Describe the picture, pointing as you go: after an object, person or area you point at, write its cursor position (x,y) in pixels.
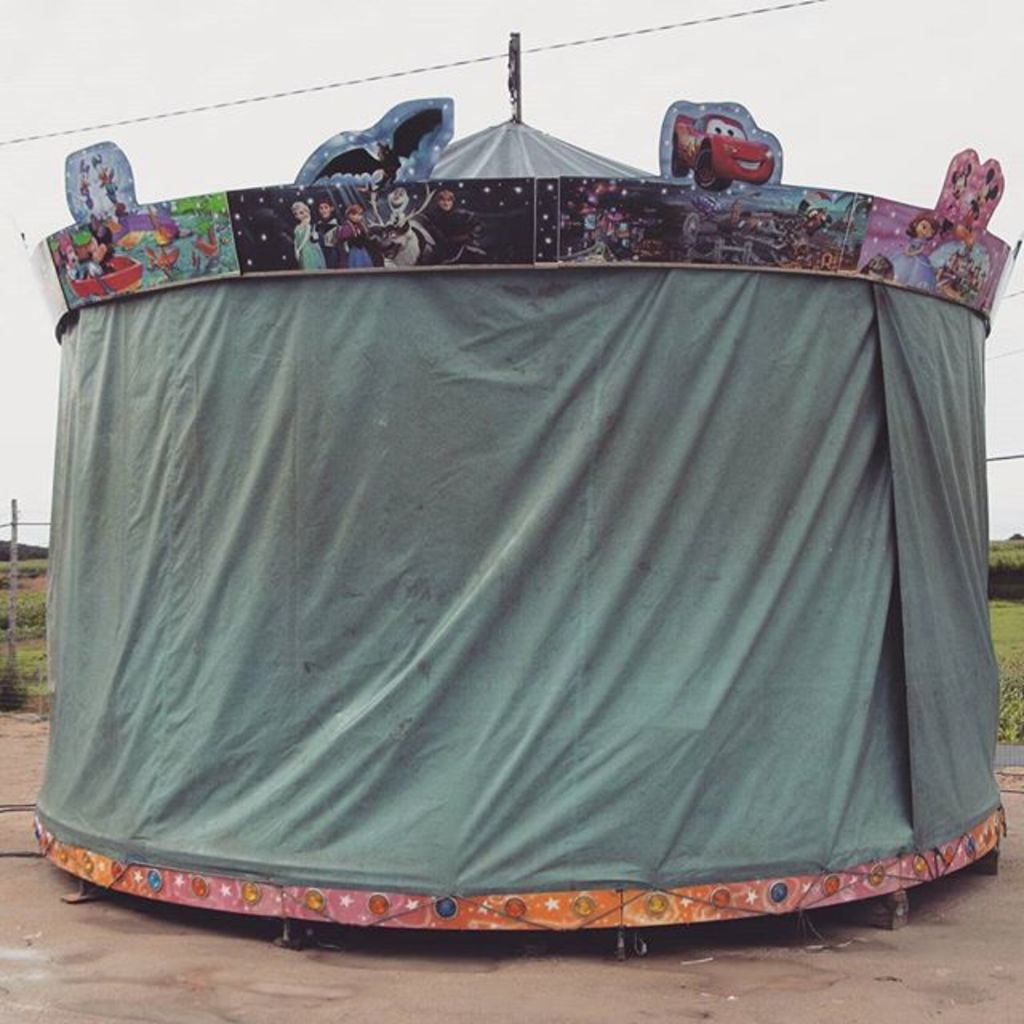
In this picture we can see tent (509,325), boards (335,182) and wire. In the background of the image (784,50) we can see grass (1009,677), pole (15,513), plants (19,607) and sky (31,346).
